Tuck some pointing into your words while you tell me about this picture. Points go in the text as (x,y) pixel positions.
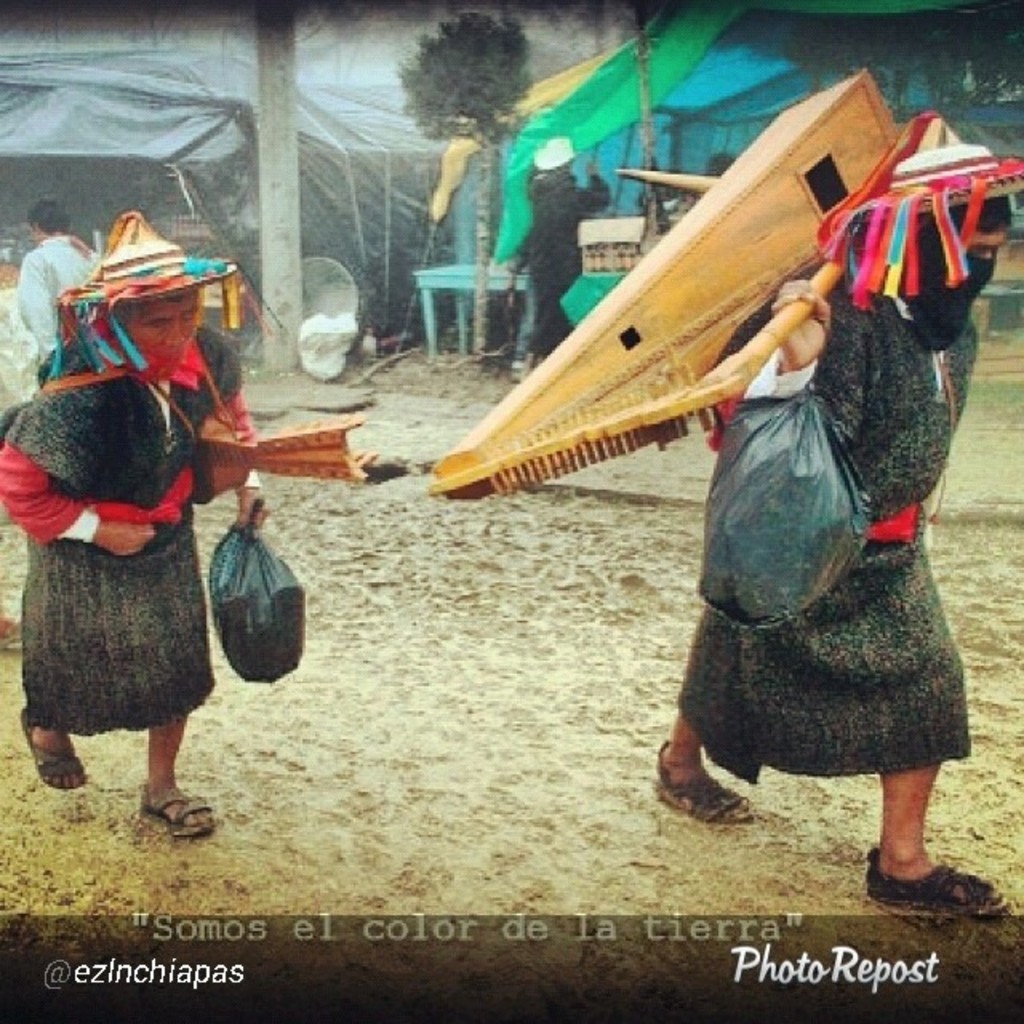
Two persons (129,379) are wearing hat (917,190) and holding a packet (766,478) and some other thing (310,442) is in their hands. And person (898,322) on the right (939,317) is covering the face (936,296) with a cloth (929,278). In the background (540,139) there are tents (346,122), pillar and some other things (432,197). And something is written on the image. And there are watermark (849,964) on the sides.
